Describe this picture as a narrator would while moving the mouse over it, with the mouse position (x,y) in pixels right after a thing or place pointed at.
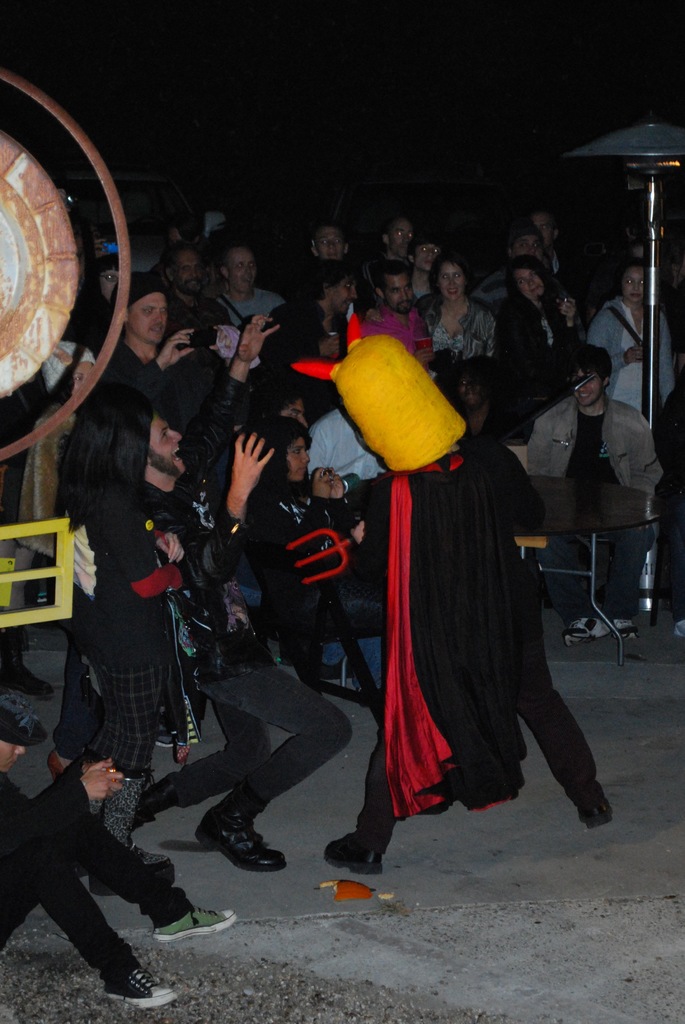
In this image I can see a person (498,547) standing, wearing a mask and a black dress (494,568). Other people (142,753) are present and there is a table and a stand (657,352) at the back (652,361).
